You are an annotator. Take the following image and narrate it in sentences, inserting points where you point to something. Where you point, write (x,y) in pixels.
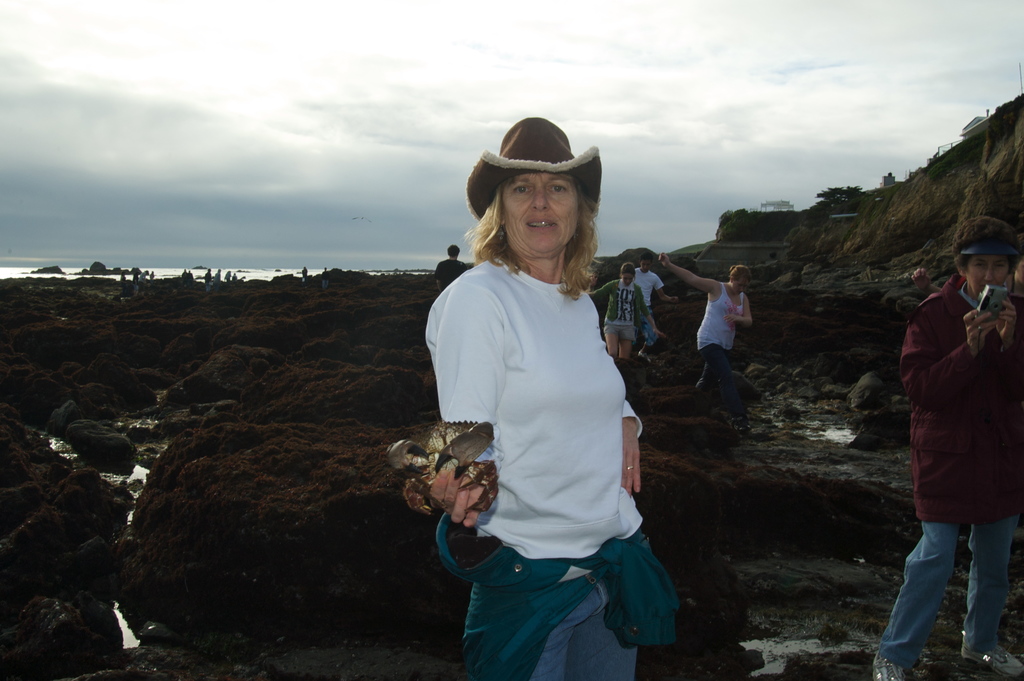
In this picture we can see a group of people (523,299) where some are standing and some are walking on rocks (402,315), camera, water (71,456) and in the background (146,185) we can see the sky (484,55) with clouds (558,51).
